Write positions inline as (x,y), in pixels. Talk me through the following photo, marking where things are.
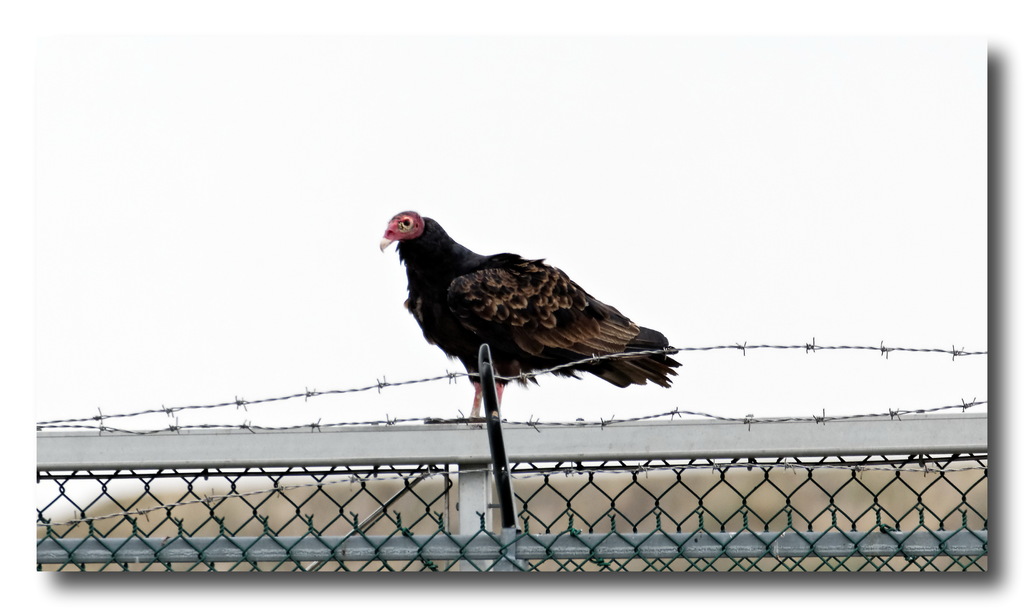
In this picture we can observe a bird (485,311) on the fence (682,434). This bird (455,288) is in black and brown color. In the background (406,339) there is a sky (375,164).
